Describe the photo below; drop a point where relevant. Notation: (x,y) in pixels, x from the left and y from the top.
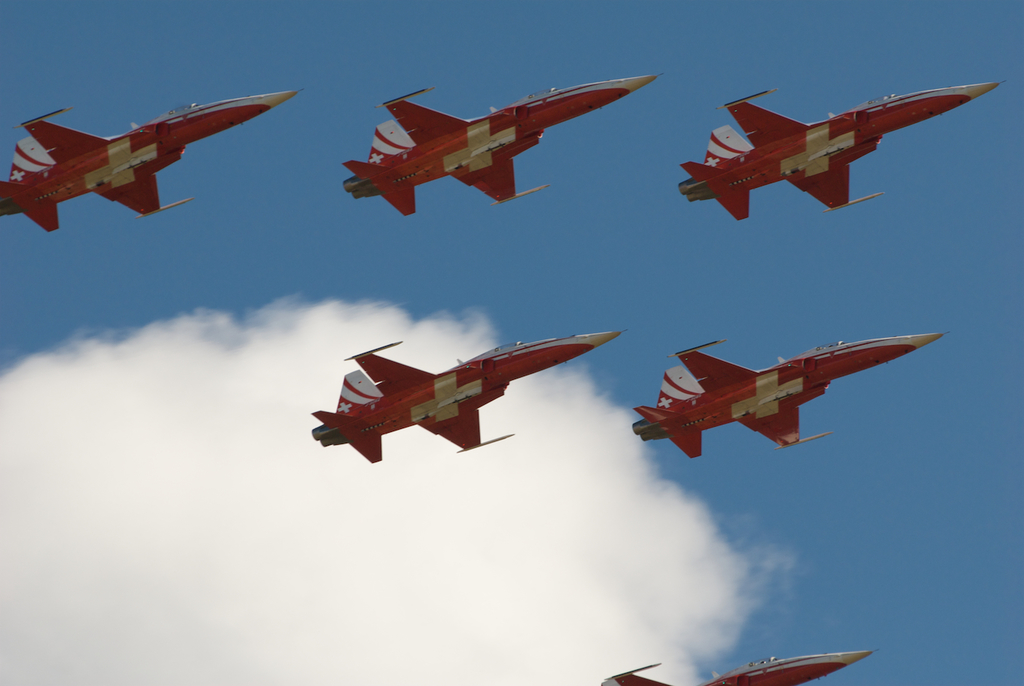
In this picture we can see six airplanes (52,130) flying and in the background (880,565) we can see the sky (324,188) with clouds (122,521).
